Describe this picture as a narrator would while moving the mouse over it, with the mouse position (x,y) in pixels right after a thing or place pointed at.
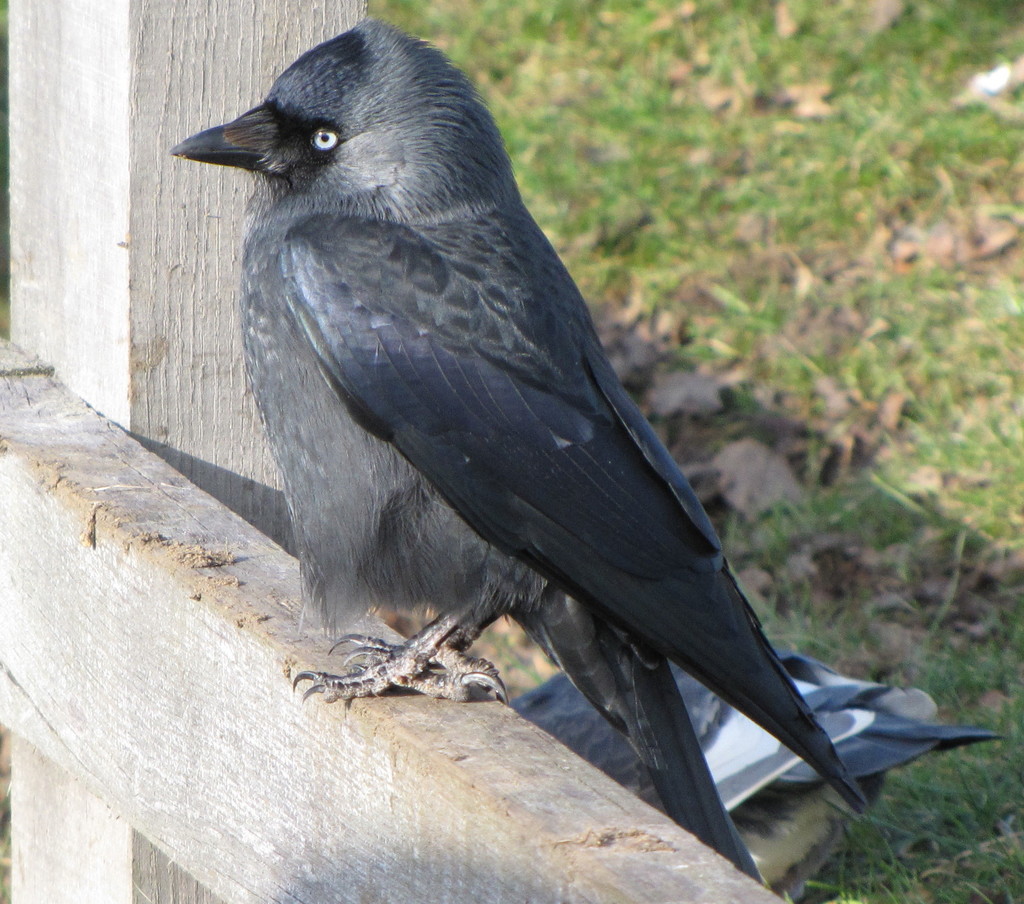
This image consists of a bird (474,542) in black color. And we can see the wooden sticks (553,853). On the right (938,330), there is green grass (683,315) along with dried leaves (962,600).
